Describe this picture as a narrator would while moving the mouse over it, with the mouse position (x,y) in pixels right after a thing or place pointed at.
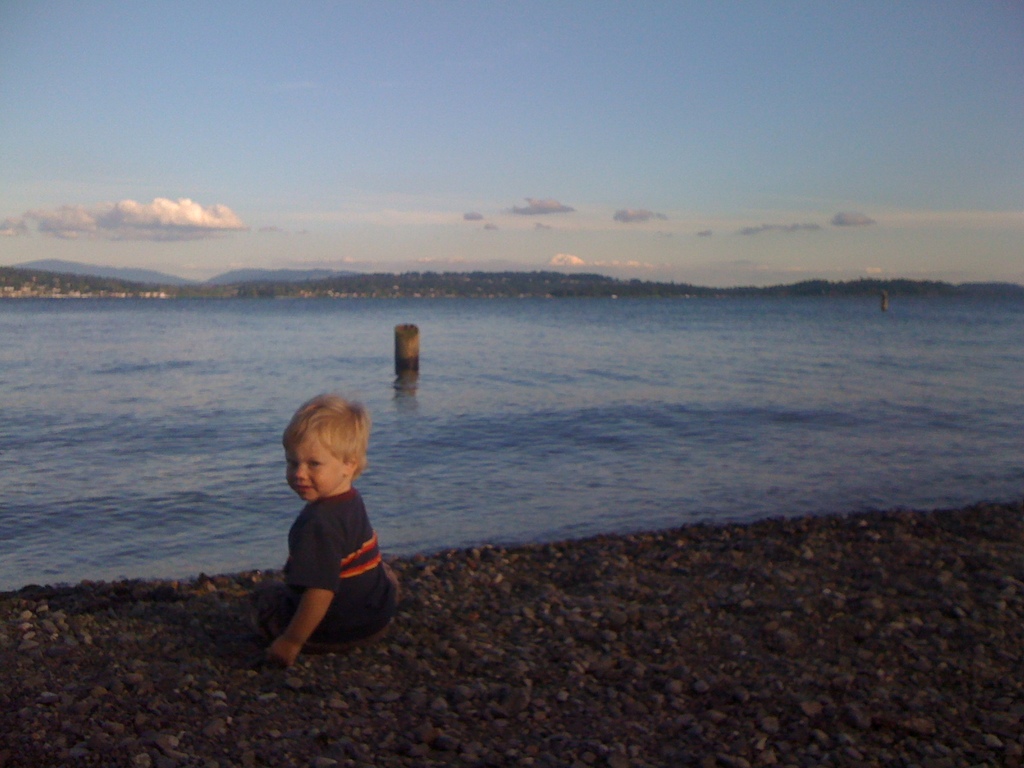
In this picture we can see a kid (326,589) is seated on the stones (388,640), in the background (512,461) we can find water (581,408), few trees (437,274) and clouds (127,214).
